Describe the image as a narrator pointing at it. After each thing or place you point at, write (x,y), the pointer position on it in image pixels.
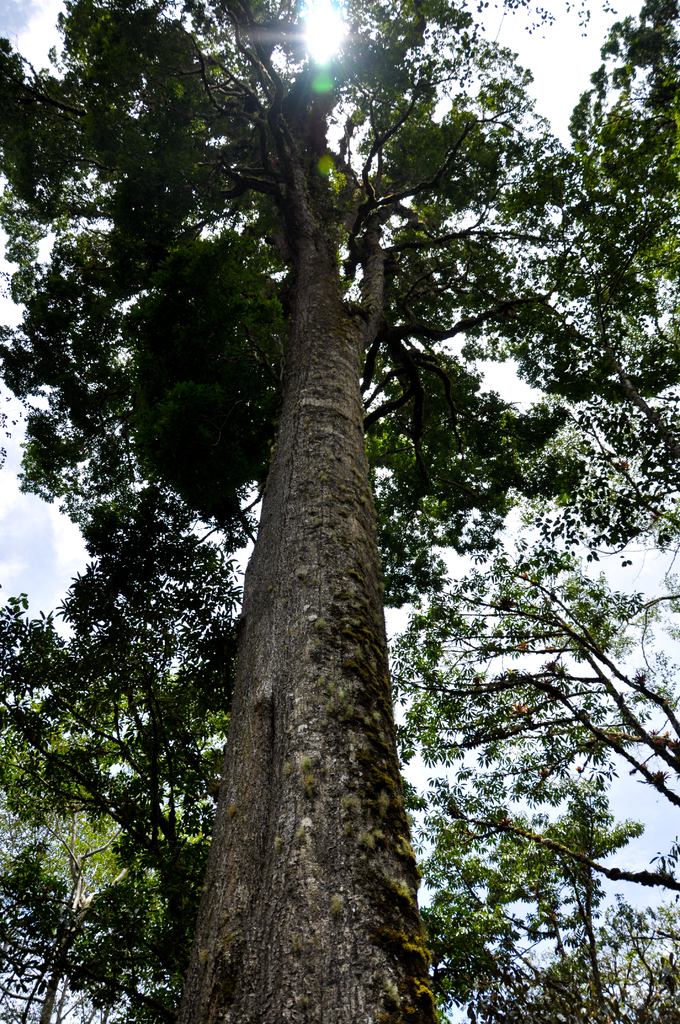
In this image there are trees (191,396), and in the background (649,792) there is sky (649,792).
